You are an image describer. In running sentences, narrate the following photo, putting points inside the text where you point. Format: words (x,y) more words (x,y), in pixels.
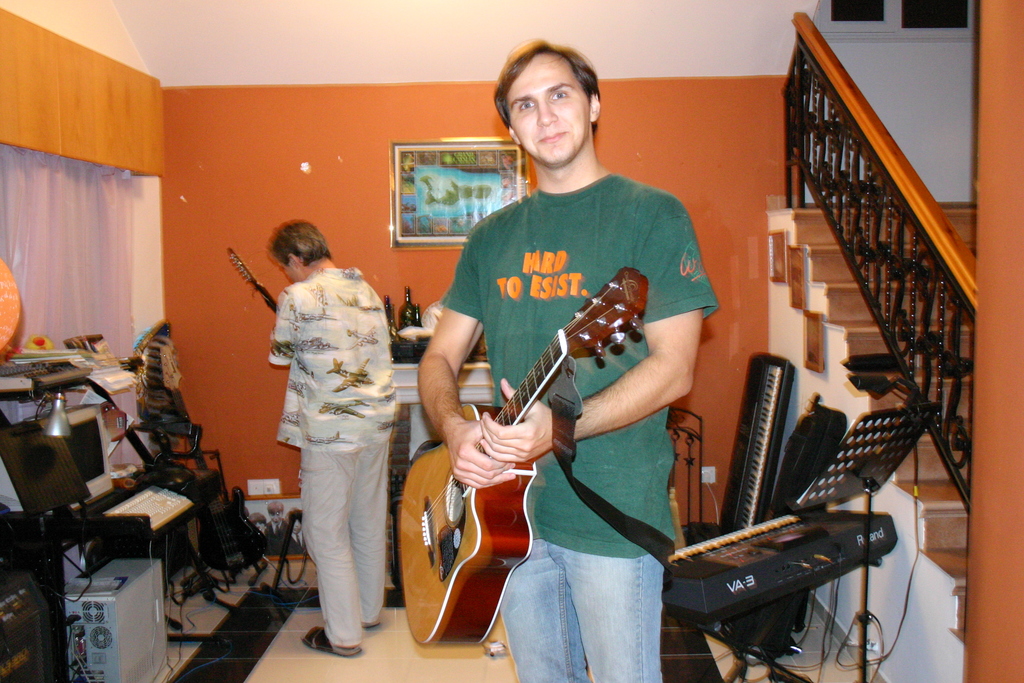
In the image we can see there are two men (433,367) who are holding guitar (462,535) in their hand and at the background (258,211) the wall (267,168) is in orange colour and a side there are stairs (931,386) and there is a keyboard (752,541) in the room (143,619) and there are monitor (101,469) and CPU (118,614) too.
